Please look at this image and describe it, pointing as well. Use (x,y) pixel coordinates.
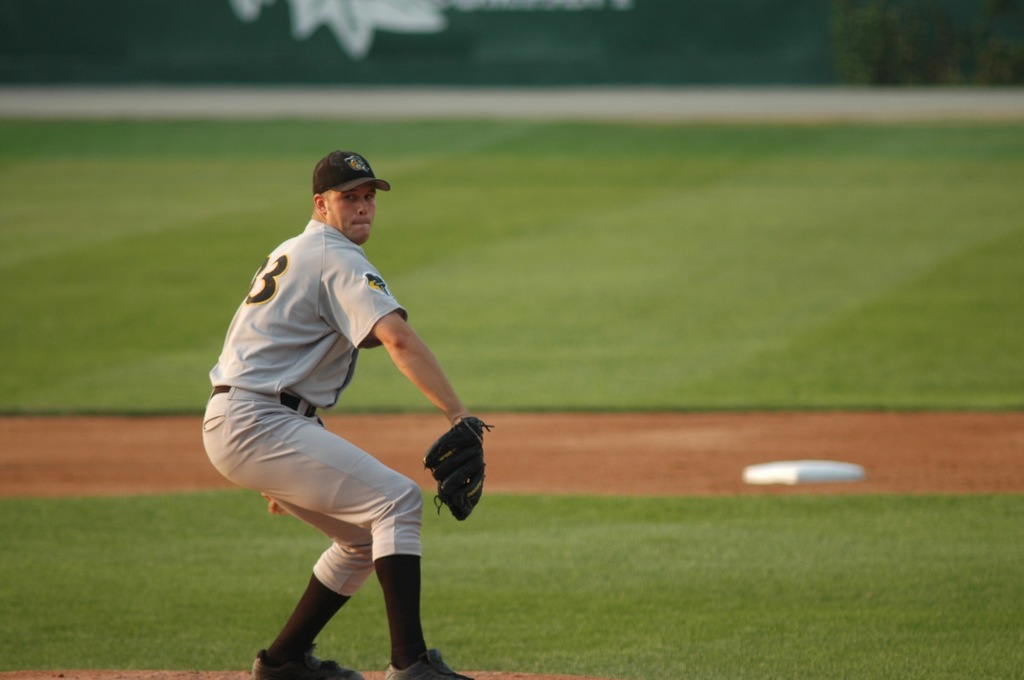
This is the man (368,462) standing. He wore a T-shirt (291,372), trouser (359,491), socks (413,612), shoes (430,659), cap (341,161) and a baseball glove (452,439). I think this is a baseball ground (652,370). In the background (485,50), that looks like a hoarding (504,54).
